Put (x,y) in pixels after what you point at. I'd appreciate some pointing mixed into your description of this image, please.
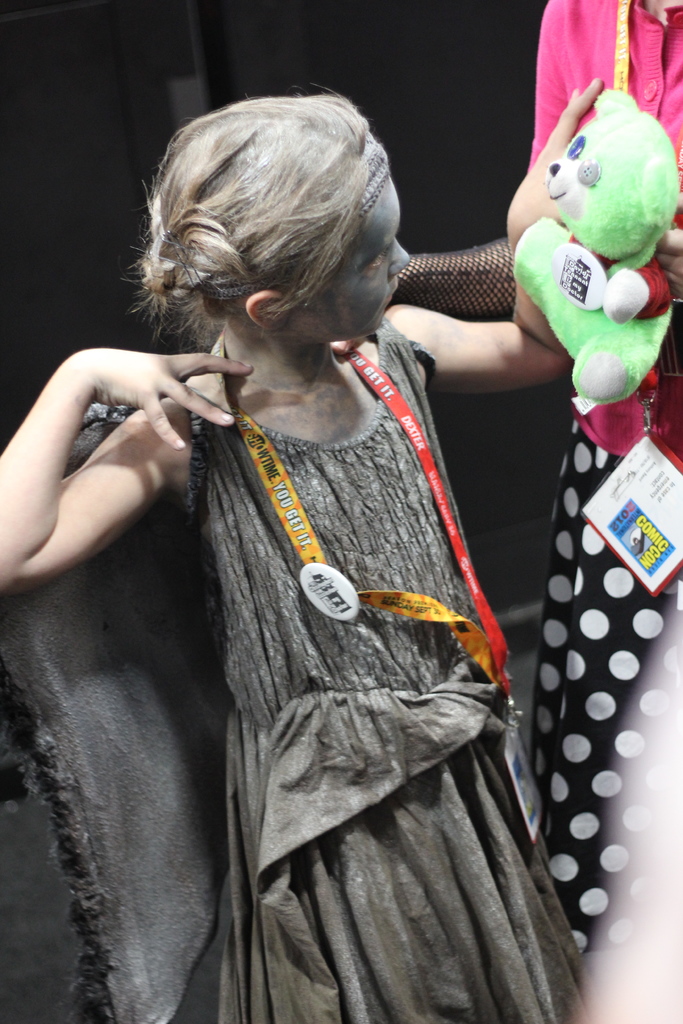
In this image we can see a girl (356,454) holding a teddy bear (568,339) in her hand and seeing towards the teddy bear (644,247) and there is a girl (565,490) standing beside her in black and pink dress (607,797).
